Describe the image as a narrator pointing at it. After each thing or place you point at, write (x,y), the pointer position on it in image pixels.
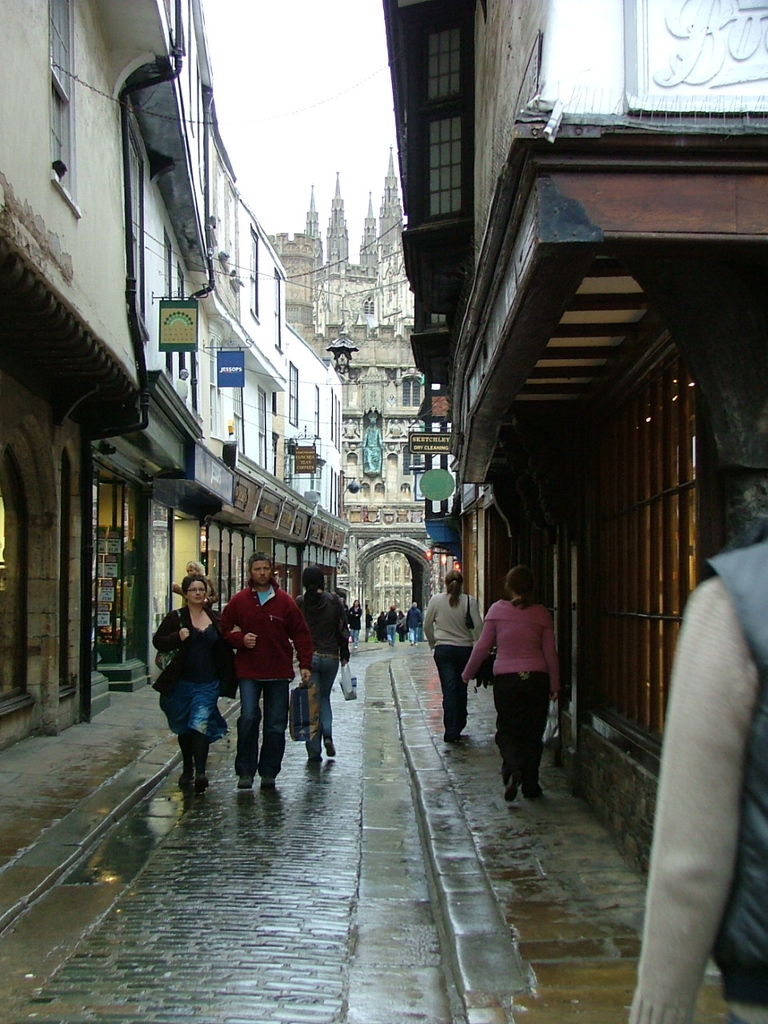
In This image on the right side (667,351) and left side (176,328) there are some buildings (474,446), and some boards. And at the bottom (182,687) there are some persons (209,677) walking, and some of them are holding some bags (300,732) and there is a walkway (397,677). In the background (300,264) there are buildings (369,333), and at the top (284,65) there is sky (268,49).
